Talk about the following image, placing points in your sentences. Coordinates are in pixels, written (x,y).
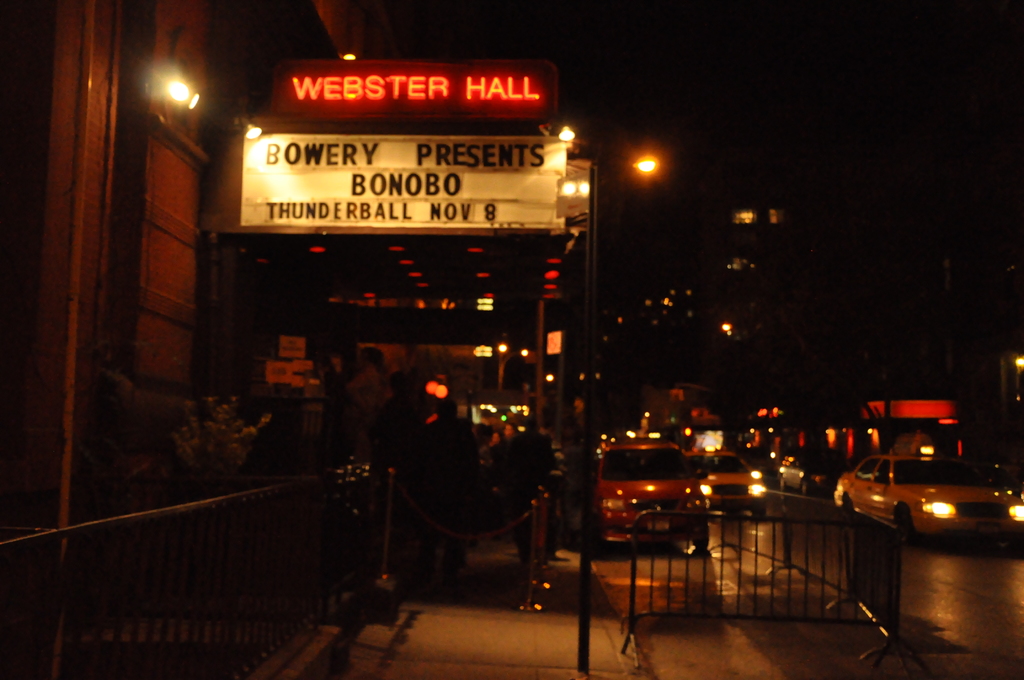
In this image there are a few vehicles (989,506) are moving on the road (1008,671). On the left (143,279) and right side of the image (924,296) there are buildings (450,312) and trees (846,315), there is a board (307,191) with some text (350,191). The background (820,348) is dark.
